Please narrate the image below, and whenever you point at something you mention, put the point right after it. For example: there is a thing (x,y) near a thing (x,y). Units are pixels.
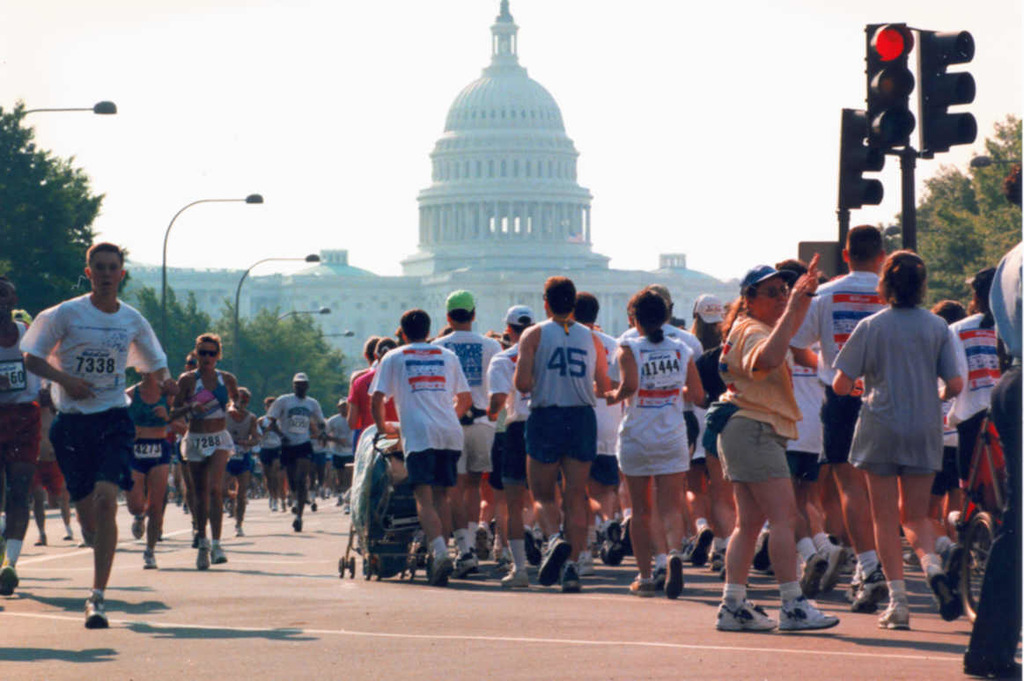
In this image I can see number of people (97,250) on the road (82,660). I can also see few numbers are written on their dresses (397,351) and few people (478,336) are wearing caps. On the both sides of the image I can see number of trees (960,224), few poles (912,229) and on the right side of the image (898,104) I can see few signal lights (905,45). On the left side of the image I can see few street lights (259,200) and in the background (410,222) I can see a building (428,243) and the sky (367,244).
